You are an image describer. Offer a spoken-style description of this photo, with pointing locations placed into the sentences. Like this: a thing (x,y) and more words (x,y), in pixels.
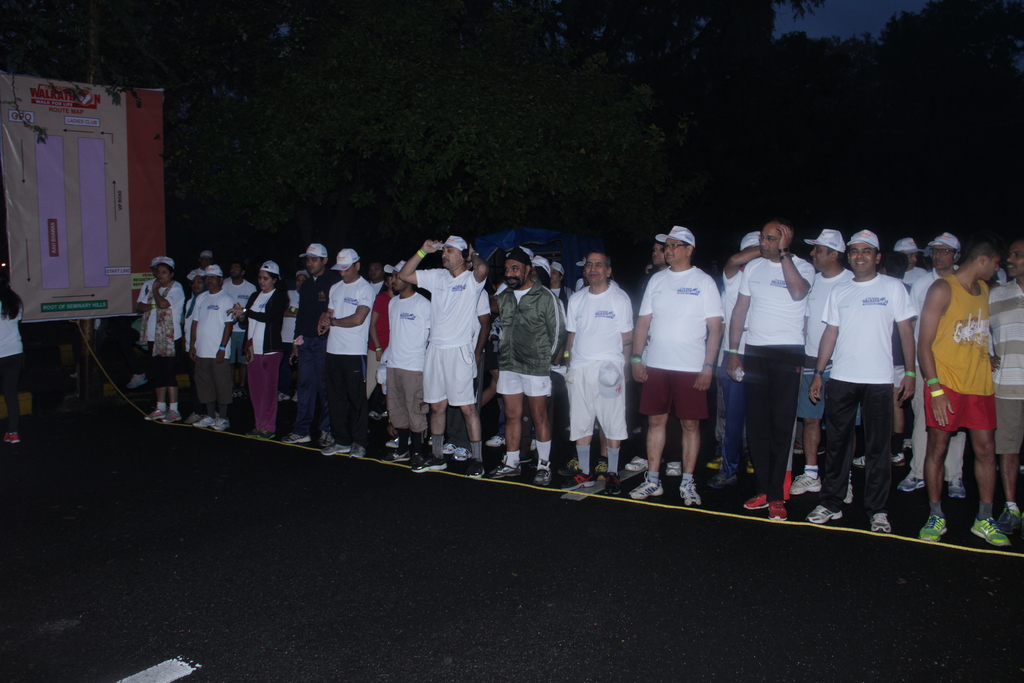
In the foreground of this picture (413,372), there is a crowd (449,399) standing on the road (441,550). On the left side of the image (57,224), there is a banner (79,201), pole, and trees (360,96). In the background (797,64), we can see the sky (821,25) and trees (848,92).
